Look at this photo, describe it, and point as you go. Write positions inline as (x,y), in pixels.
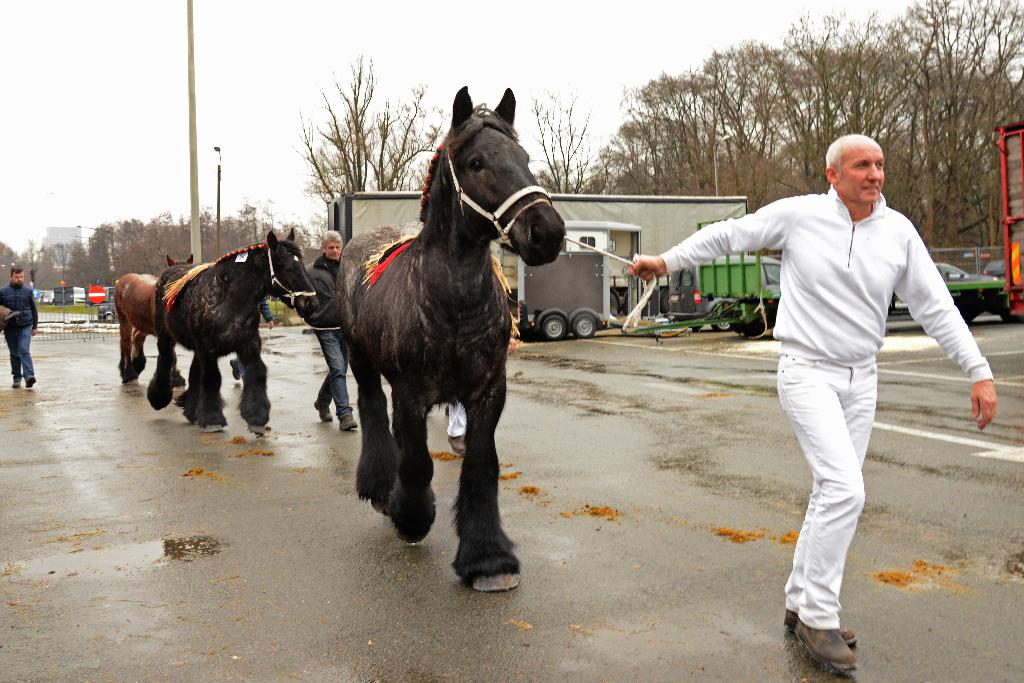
In this image we can see three horses (386,293) walking on the road (428,431), beside a person (696,246) is holding it, at the back (731,209) there are cars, trucks (714,208), on the road (441,444), there are trees (671,143), there is a fencing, there is a pole (196,105), there is a sky (222,46).
